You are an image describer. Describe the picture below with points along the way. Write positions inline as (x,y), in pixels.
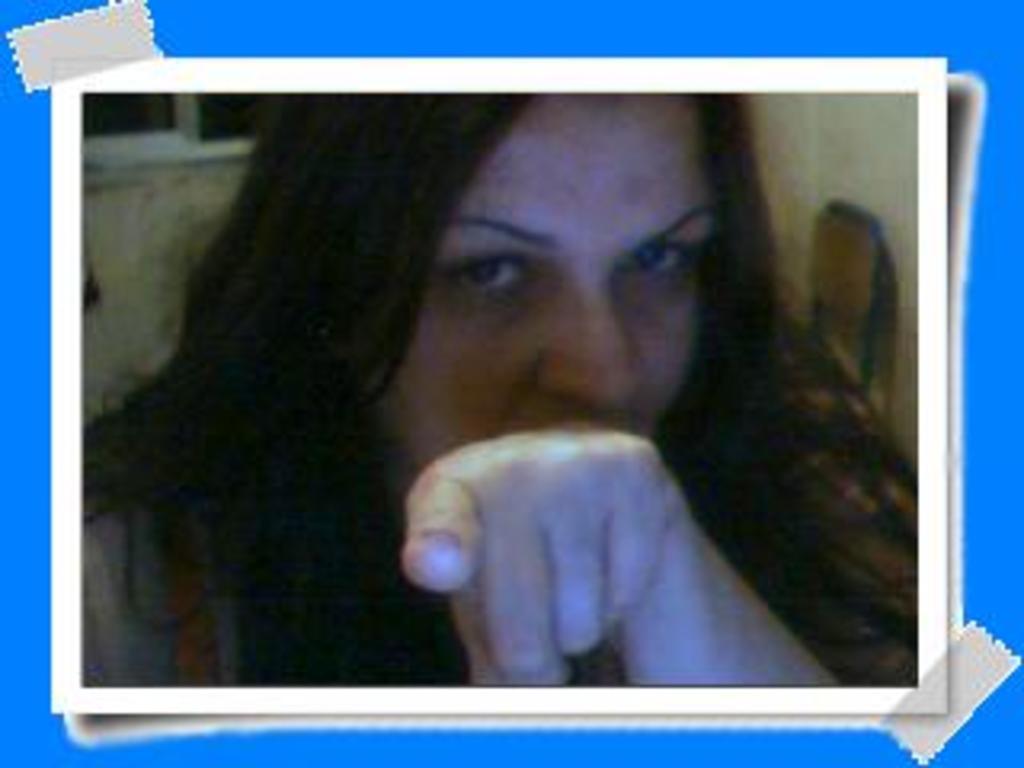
It is an edited picture. In this image, we can see a woman (489,419) is watching. Background (803,213) we can see wall (796,184), chair (855,260). The borders of the image, we can see blue and white color. Here we can see some stickers (951,696).
